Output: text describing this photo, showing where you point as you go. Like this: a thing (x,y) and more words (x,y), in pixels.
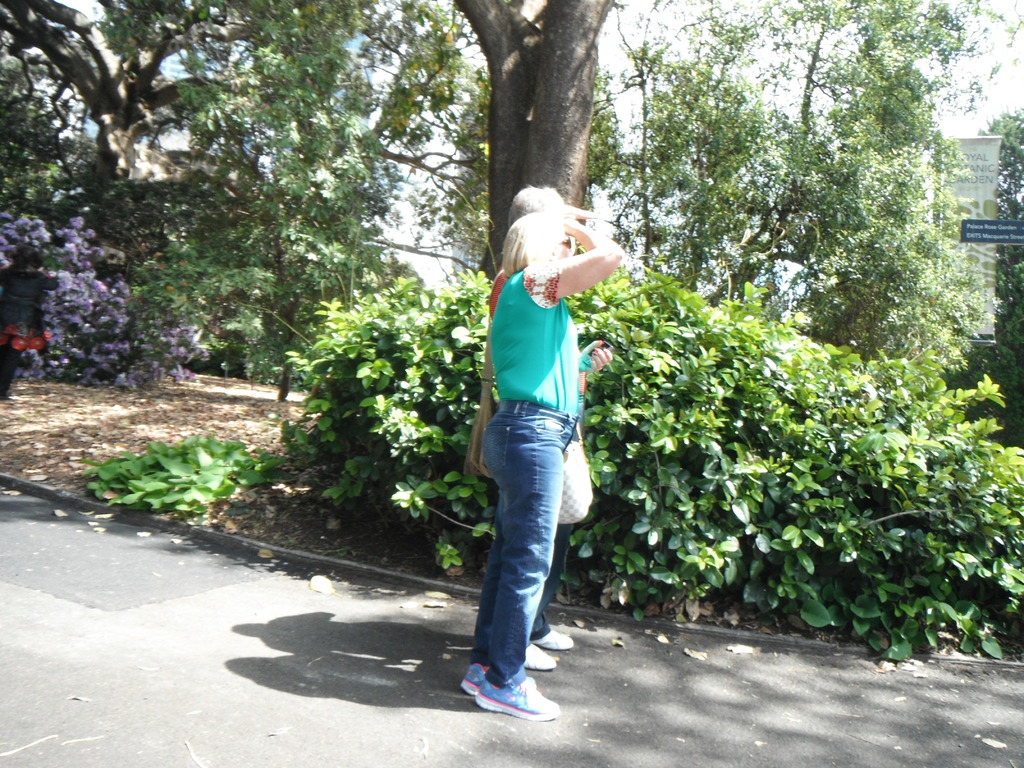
In this image, I can see two persons (552,450) standing on a pathway (593,671) and there are trees (140,153) and plants (837,481). On the right side of the image (992,184), I can see the boards (980,282). In the background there is the sky (411,263).
